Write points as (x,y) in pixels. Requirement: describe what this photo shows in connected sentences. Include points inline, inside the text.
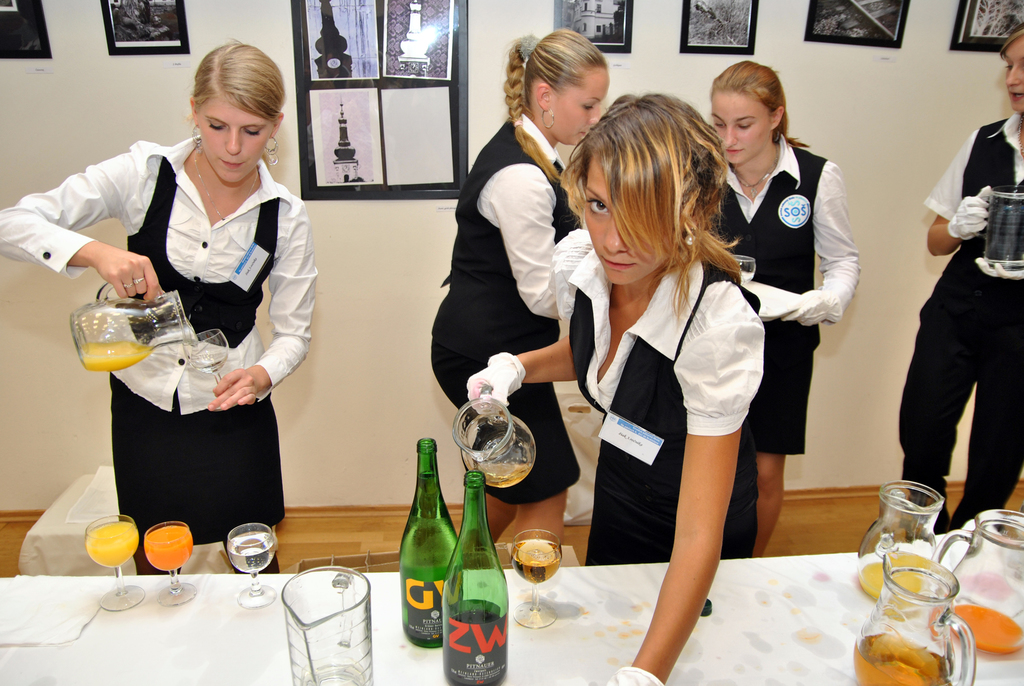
In this image we can see ladies (464,311) standing. They are holding jugs (488,468) and pouring drinks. At the bottom (517,586) there is a table (36,595) and we can see glasses (264,605), bottles (467,634), jugs (917,643) and drinks (978,629) placed on the table (764,661). In the background (619,33) there are photo frames (417,63) placed on the wall (945,65).
